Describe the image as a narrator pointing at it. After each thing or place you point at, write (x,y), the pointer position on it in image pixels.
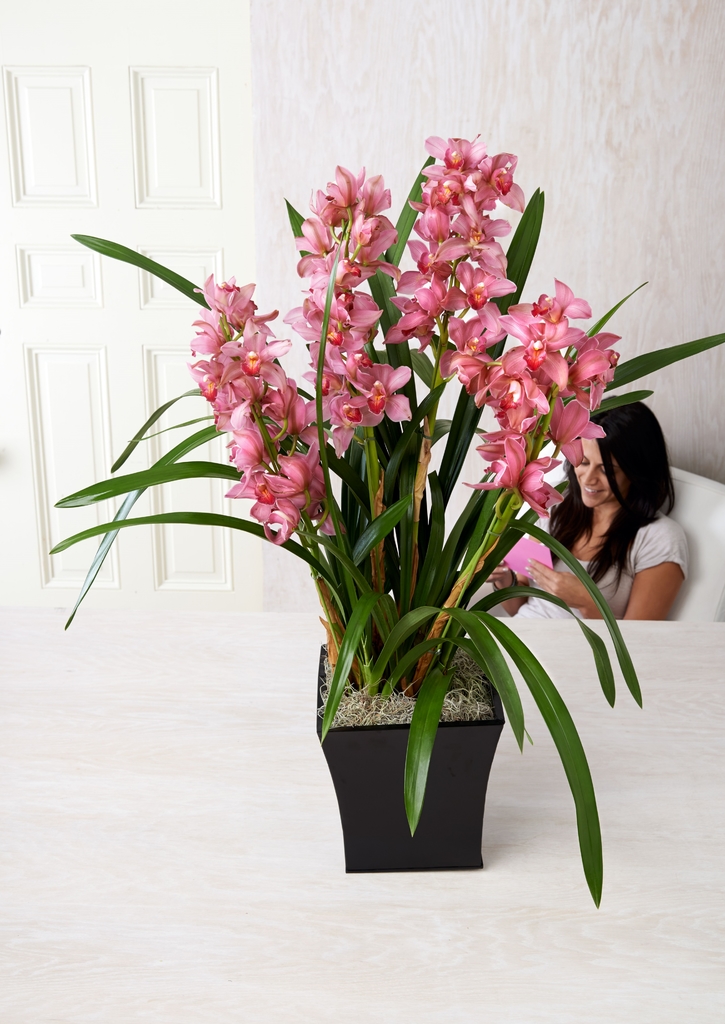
In this image we can see a plant (454,566) with flowers (455,372) in a pot (476,670) placed on the surface (446,905). On the backside (622,595) we can see a woman (583,587) holding some papers (523,560) sitting in a sofa (700,579), a door (188,330) and a wall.
